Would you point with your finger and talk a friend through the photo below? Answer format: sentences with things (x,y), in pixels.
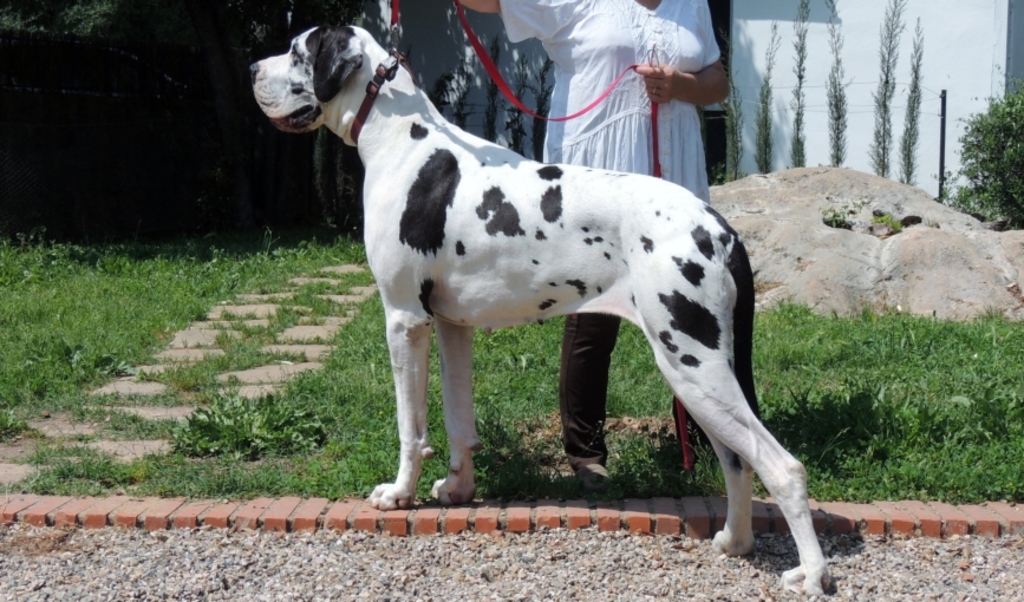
In this image we can see a dog (460,198) and a person (605,434) holding a dog leash (465,22), there is grass (808,381), and, few plants (1000,142), trees (880,139) and a wall (857,145) in the background (862,37).
